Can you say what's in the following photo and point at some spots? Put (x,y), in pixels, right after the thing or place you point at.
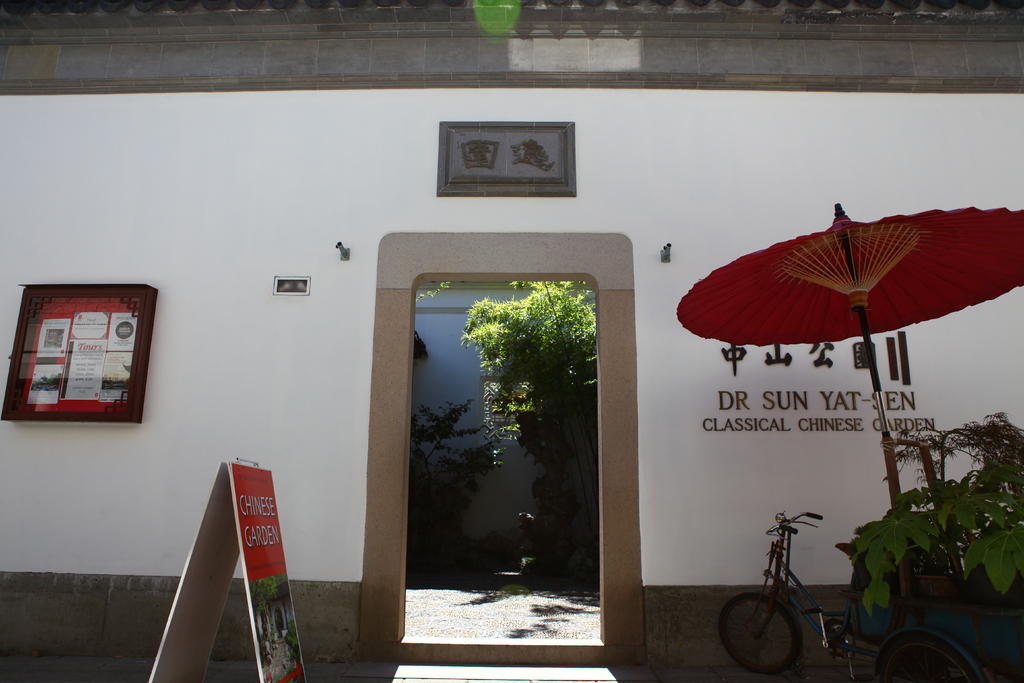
On the left side of the image (75,419) we can see a wall (241,651), a board (266,580) and a notice board (50,356). In the middle of the image (551,372) we can see a entrance (564,610) and trees (531,379). On the right side of the image (836,634) we can see a bicycle (767,625), some text (751,429) on the wall (776,455) and a plant (952,534).
